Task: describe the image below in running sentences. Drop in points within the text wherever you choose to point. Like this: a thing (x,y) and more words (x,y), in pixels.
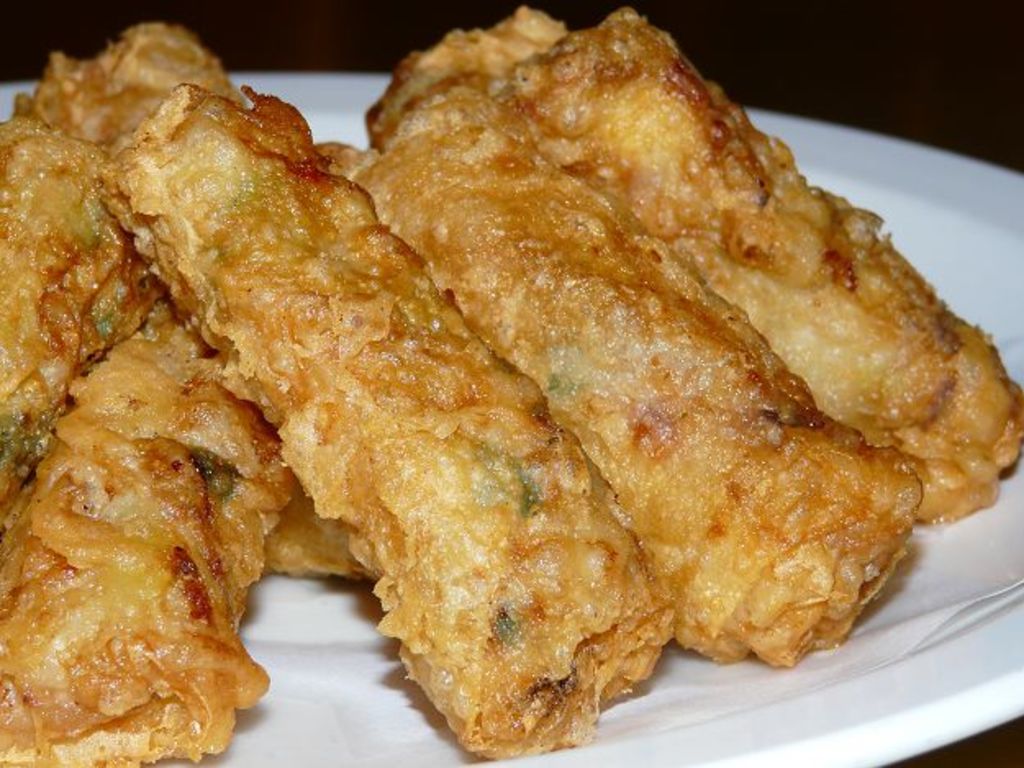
In the image we can see a plate (324,74), in the plate (991,689) we can see some food (26,340).
